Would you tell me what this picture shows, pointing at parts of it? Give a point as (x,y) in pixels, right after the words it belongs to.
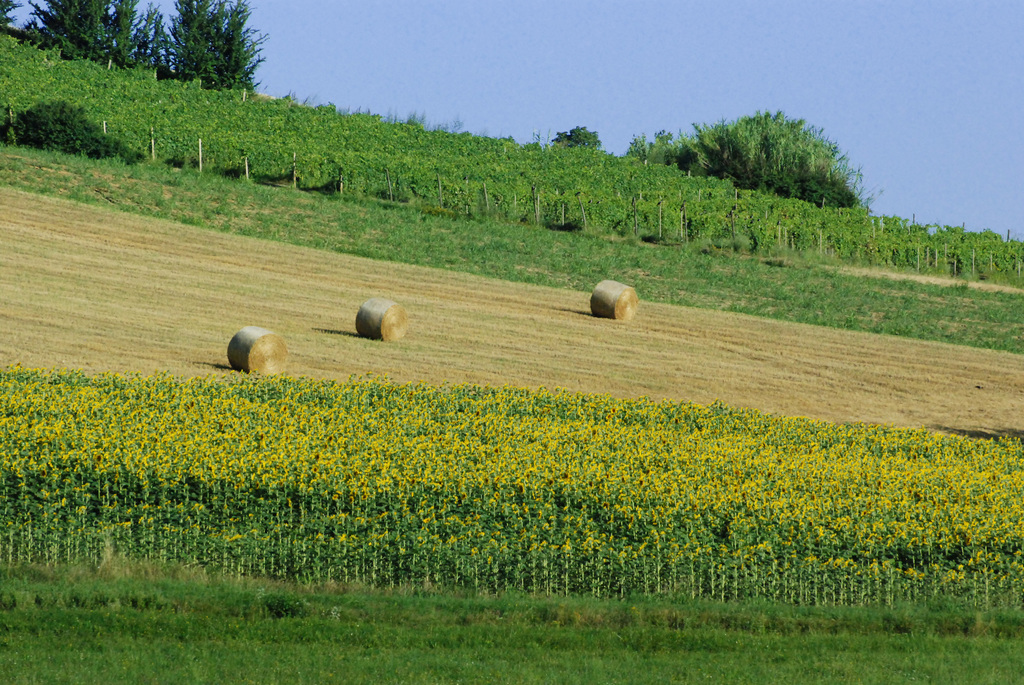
In the picture we can see the grass surface (97,613) and near it, we can see the grass plants (965,553) with yellow colored flowers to it and behind it, we can see the surface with hay bales (375,322) and behind it, we can see the grass surface (568,276) and on the top of it we can see the sky (620,142).
